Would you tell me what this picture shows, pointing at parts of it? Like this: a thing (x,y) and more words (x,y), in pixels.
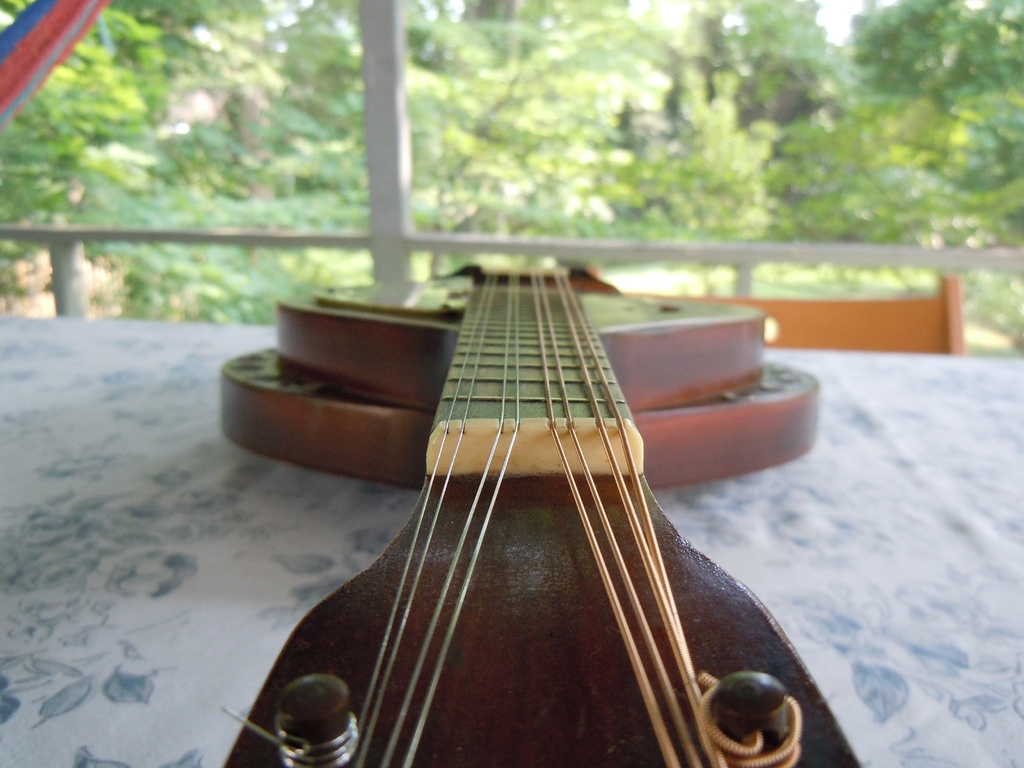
There is a table (106,583) with white color cloth (183,535) and guitar (485,409) on it and a chair (889,327) in front of the table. In the background (573,152) there are some trees (727,146).
